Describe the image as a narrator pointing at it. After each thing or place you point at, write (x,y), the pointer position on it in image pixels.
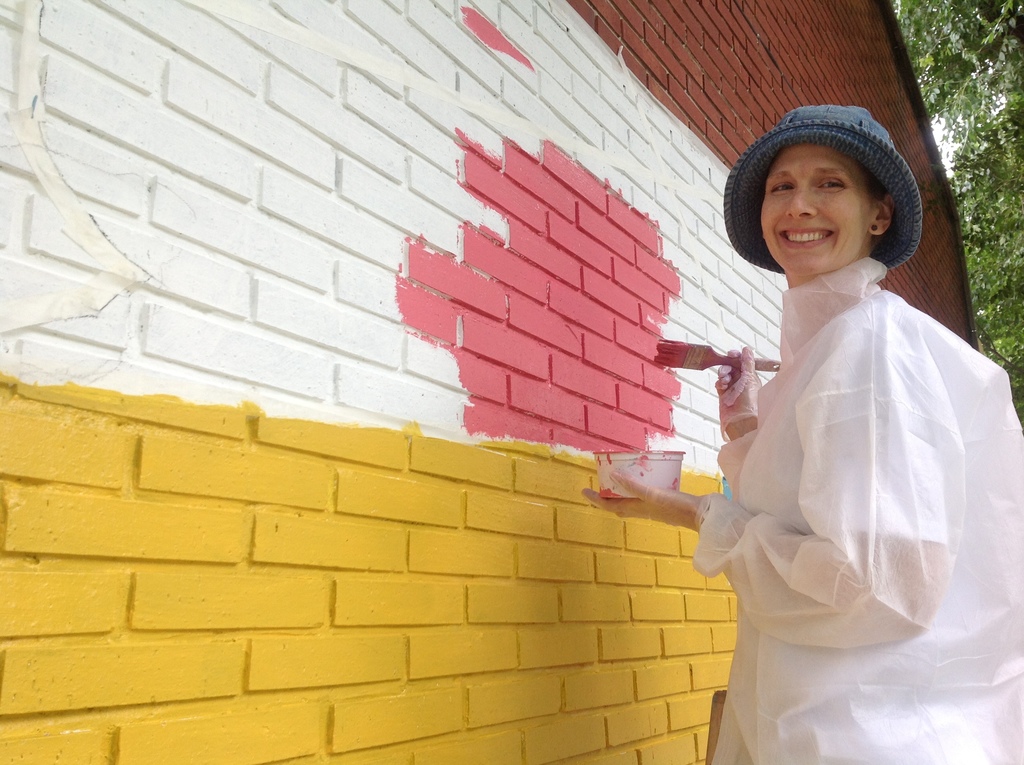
In this picture we can see a woman (753,191) wore a cap (750,207) and holding a bowl (606,470) and a brush (714,357) with her hands (694,515) and standing and smiling, wall (574,233) with painting (511,225) and in the background (1007,272) we can see trees (1001,78).
